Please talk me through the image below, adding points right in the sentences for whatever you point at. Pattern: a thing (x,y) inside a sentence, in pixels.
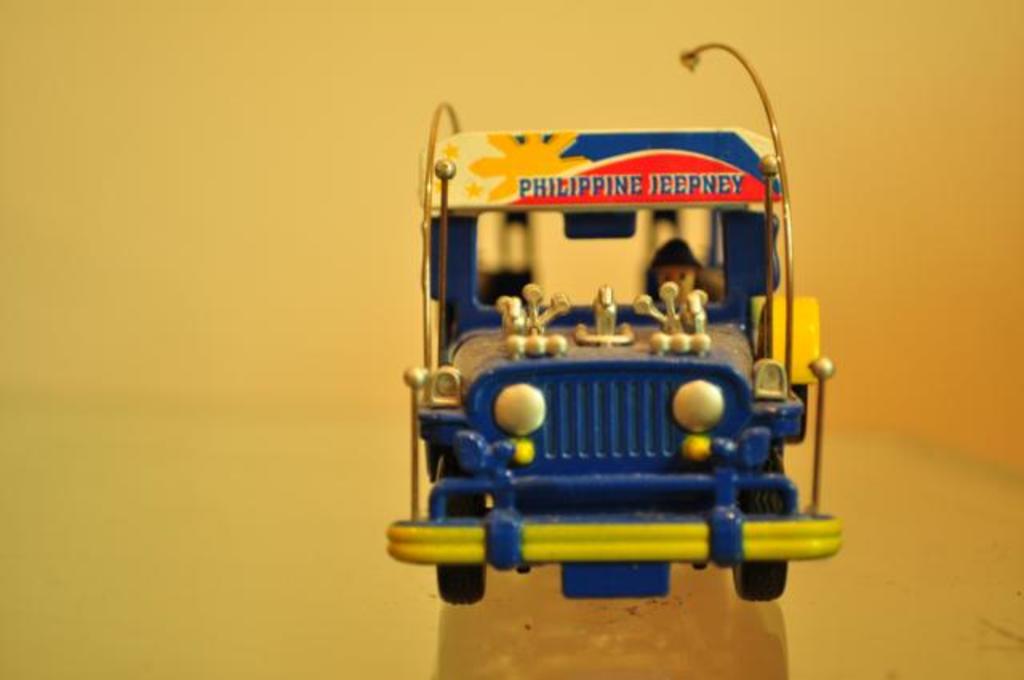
In this picture I can see a toy (613,382) of a vehicle (590,392). The toy (642,444) is blue in color. On the toy (539,191) I can see something written on it. The background of the image (326,335) is yellow in color.
